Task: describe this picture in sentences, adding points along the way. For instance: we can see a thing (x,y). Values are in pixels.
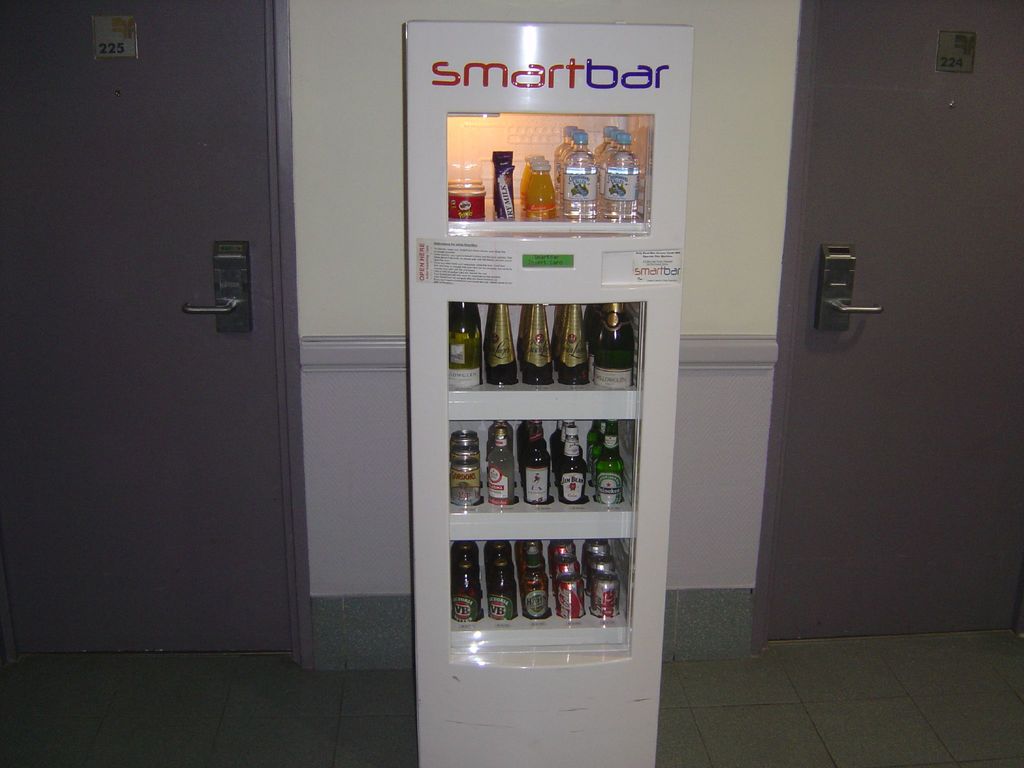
In this picture we can see a rack (468,739) with bottles (556,178), chocolate (499,181), tins (470,474) placed in it and aside to this we have doors (847,148) and this is placed on floor (824,681).
